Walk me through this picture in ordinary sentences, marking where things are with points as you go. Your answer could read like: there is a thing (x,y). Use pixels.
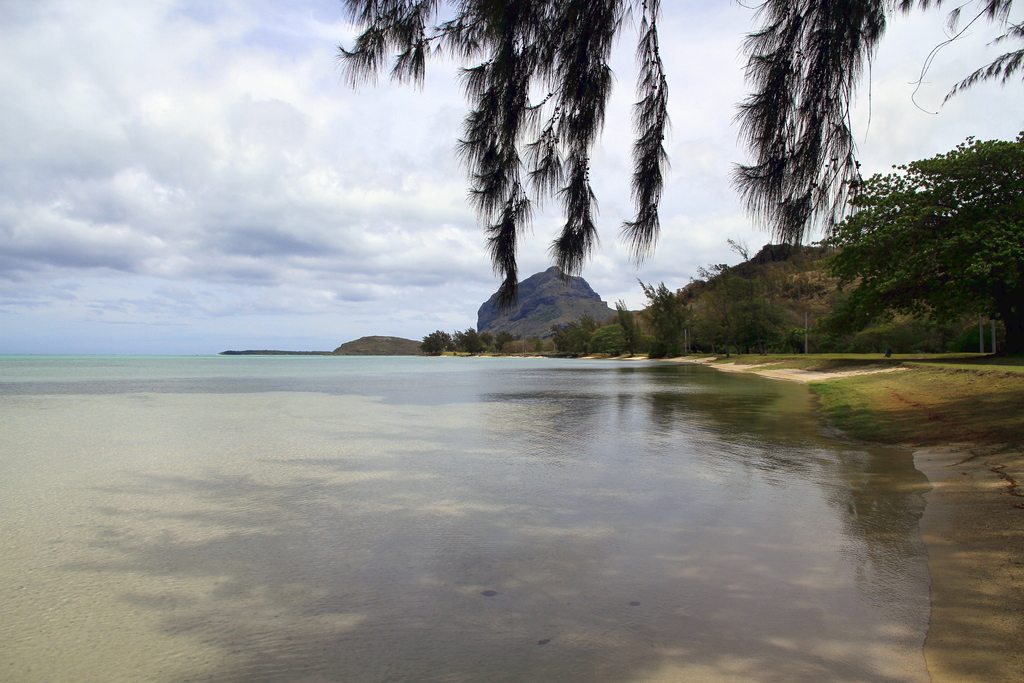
The picture is clicked near a beach (1019,554). In the foreground of the picture (545,470) there is water (297,544), sand (979,488) and grass (891,381). In the center of the picture (493,319) there are trees (731,303) and rocks (501,312). Sky (246,224) is cloudy. At the top (518,83) there are stems (580,89) of a tree (594,112). It is sunny.
